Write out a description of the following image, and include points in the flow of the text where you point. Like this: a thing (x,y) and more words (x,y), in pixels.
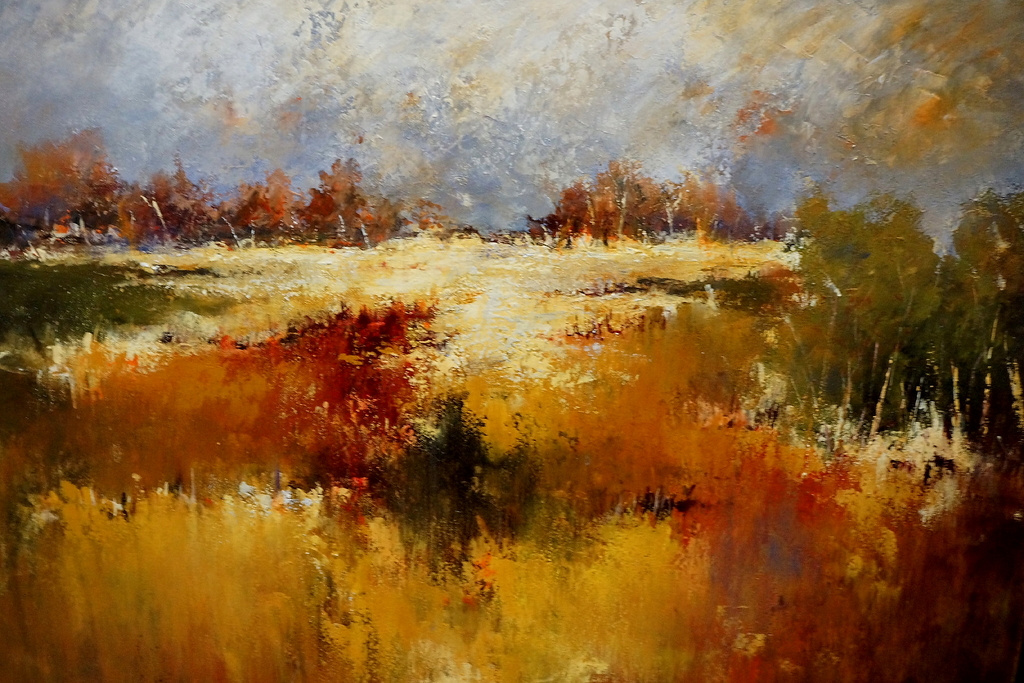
It is a painting picture. In the image in the center (384,409) we can see trees (1009,229), plants (381,435) and grass (278,288).
